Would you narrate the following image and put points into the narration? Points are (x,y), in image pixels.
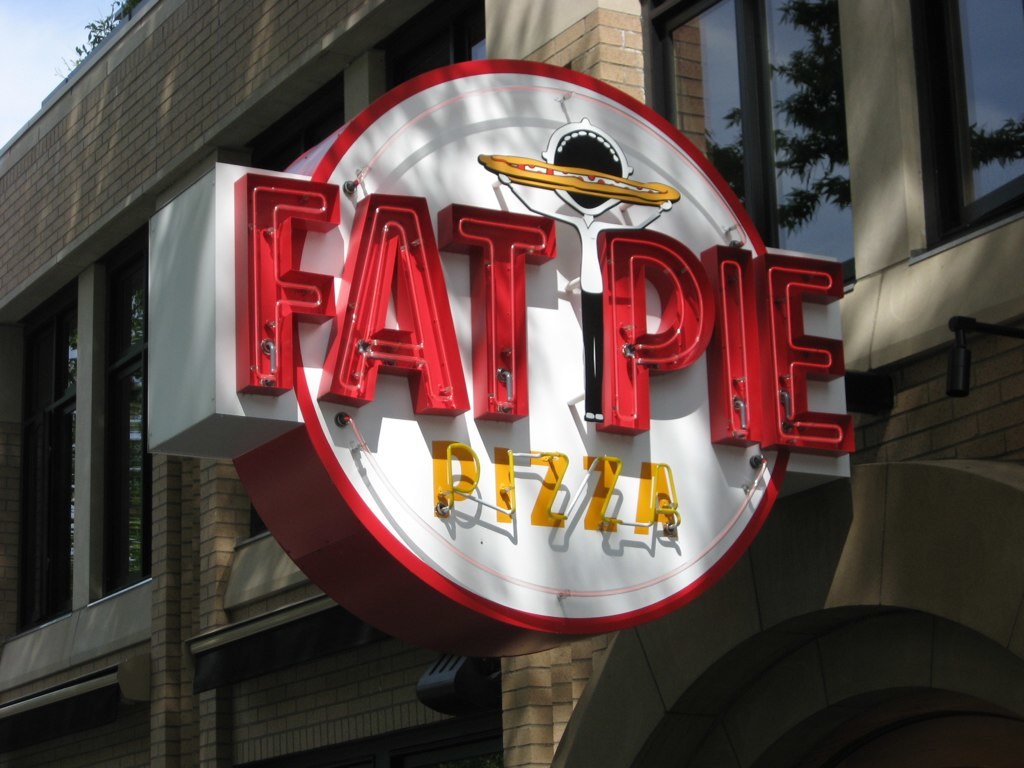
In this picture there is a building (686,620). There is a board (531,557) on the building (887,317) and there is a text (470,300) on the board (608,464). There is a reflection (823,71) of tree (796,1) and sky (1013,67) on the mirror (792,92). At the top (64,18) there is sky (58,18) and there is a light (1011,329) on the wall (929,437).
